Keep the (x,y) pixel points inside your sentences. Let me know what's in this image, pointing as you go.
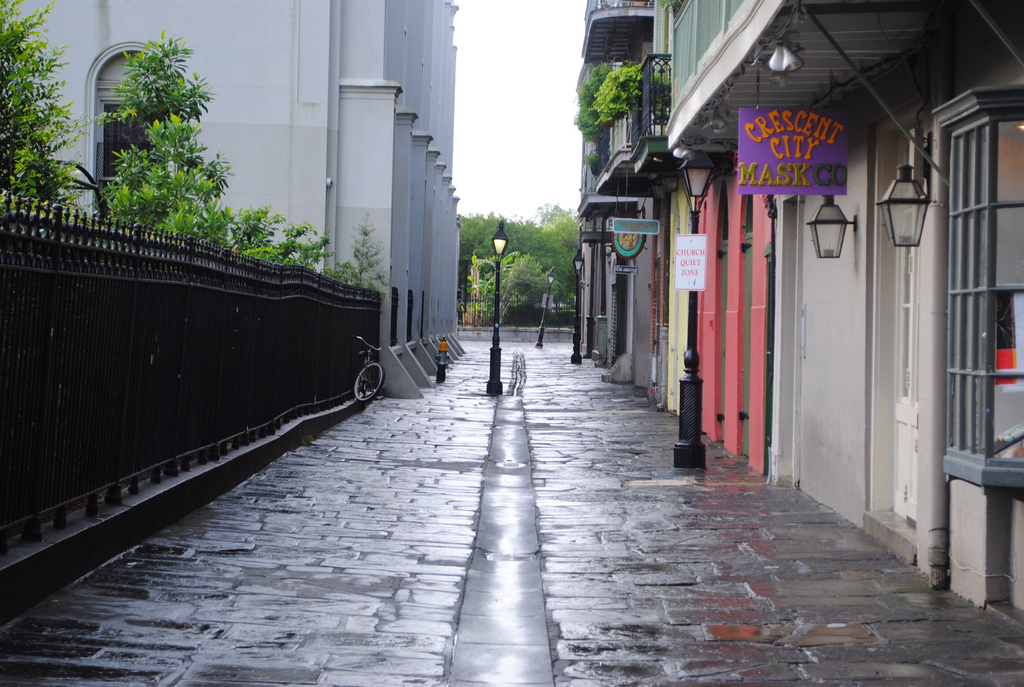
This image consists of a road (505,500). On the left (301,217) and right, there are buildings (402,356). On the left (44,168), there are plants (46,181). At the top (497,94), there is sky (473,43). In the background (562,269), there are many trees (523,285). And we can see the lamps (898,227) to the poles (685,378) and walls (776,324).
